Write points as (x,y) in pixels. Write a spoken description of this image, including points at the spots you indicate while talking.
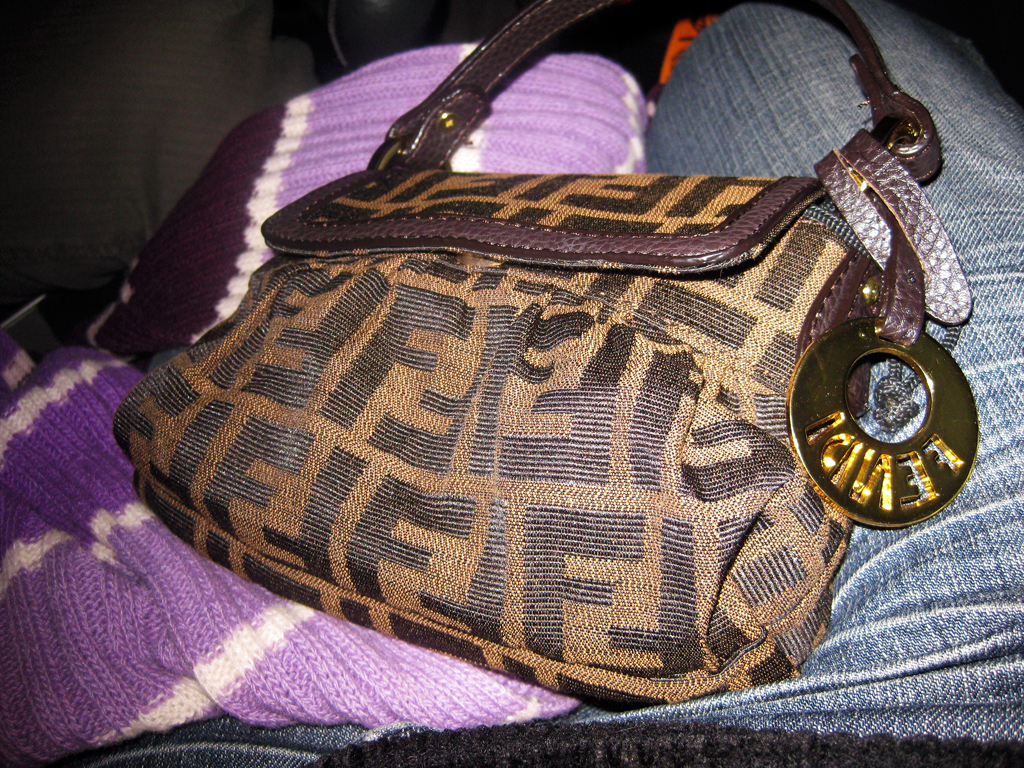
There is a brown color bag (498,301). And it is kept on some cloth (114,376). And there is a locket (937,354) on this bag (930,229) and it is having a handle (425,122) for this bag (425,122).
